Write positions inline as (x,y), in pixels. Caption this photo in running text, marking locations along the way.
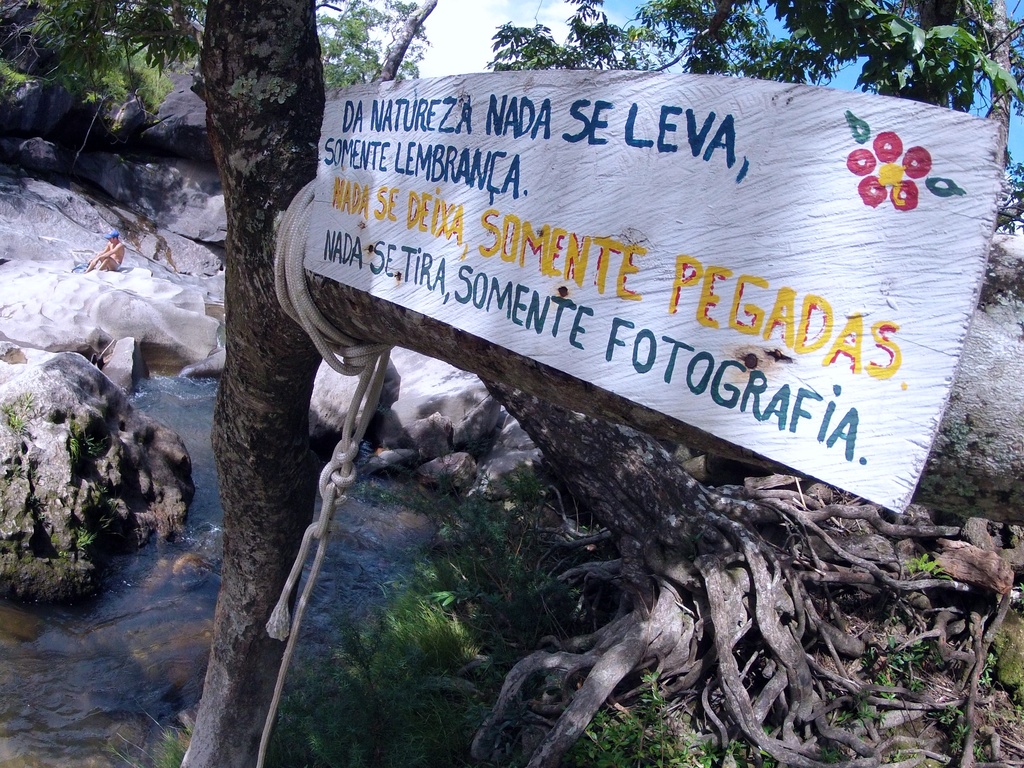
In this image we can see a board (542,286) with some text (671,366) tied with a rope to the bark (225,585) of a tree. We can also see some grass (457,634), roots (613,647) of a tree (727,649), some water (136,568) and a person (119,244) sitting on the rock (126,325). On the backside (676,40) we can see the sky (642,20) which looks cloudy.
